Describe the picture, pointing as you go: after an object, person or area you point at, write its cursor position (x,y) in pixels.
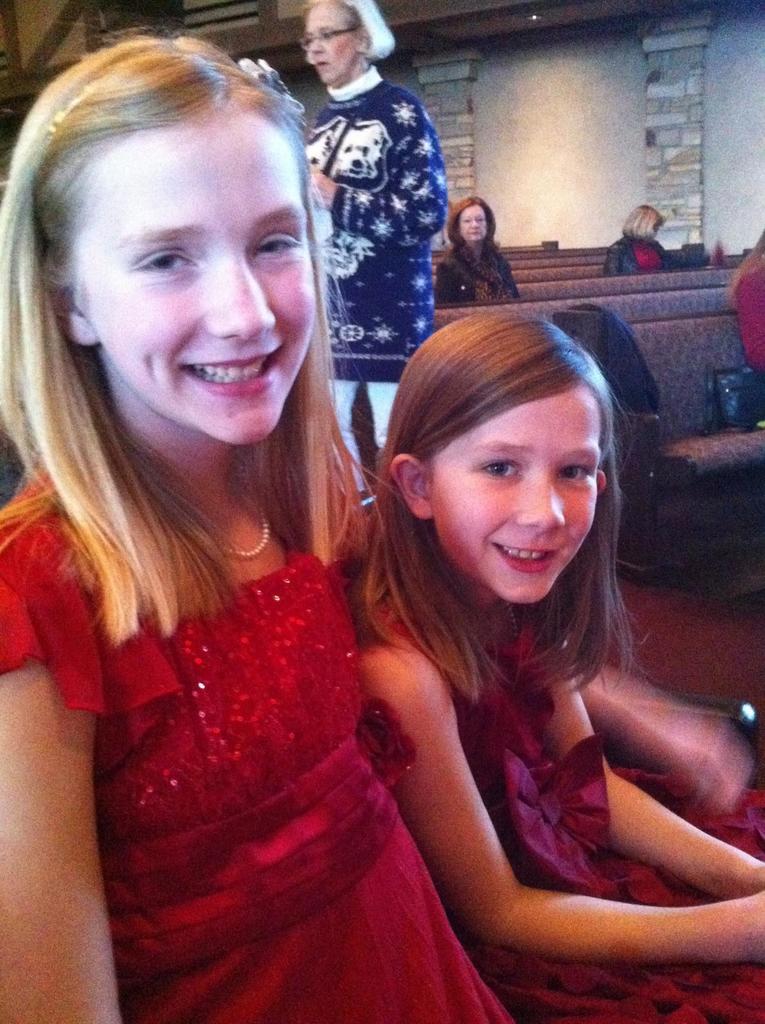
In this picture we can see two girls (184,834) smiling and at the back of them we can see some people (755,284) sitting on chairs (530,258) and a woman (315,201) standing and in the background (668,114) we can see the wall (563,115).
